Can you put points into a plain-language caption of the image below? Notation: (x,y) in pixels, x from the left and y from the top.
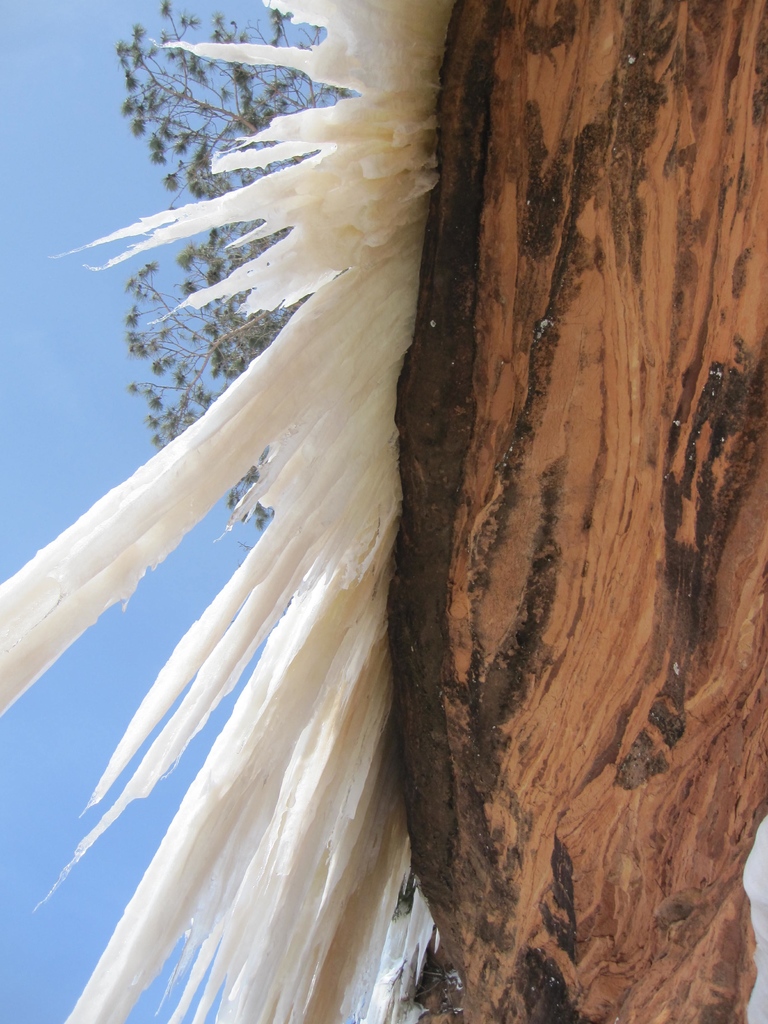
In this image in the front (531,577) there is a rock (583,596) and there is an object (336,422) which is white in colour. In the background (194,285) there are leaves (207,254).
